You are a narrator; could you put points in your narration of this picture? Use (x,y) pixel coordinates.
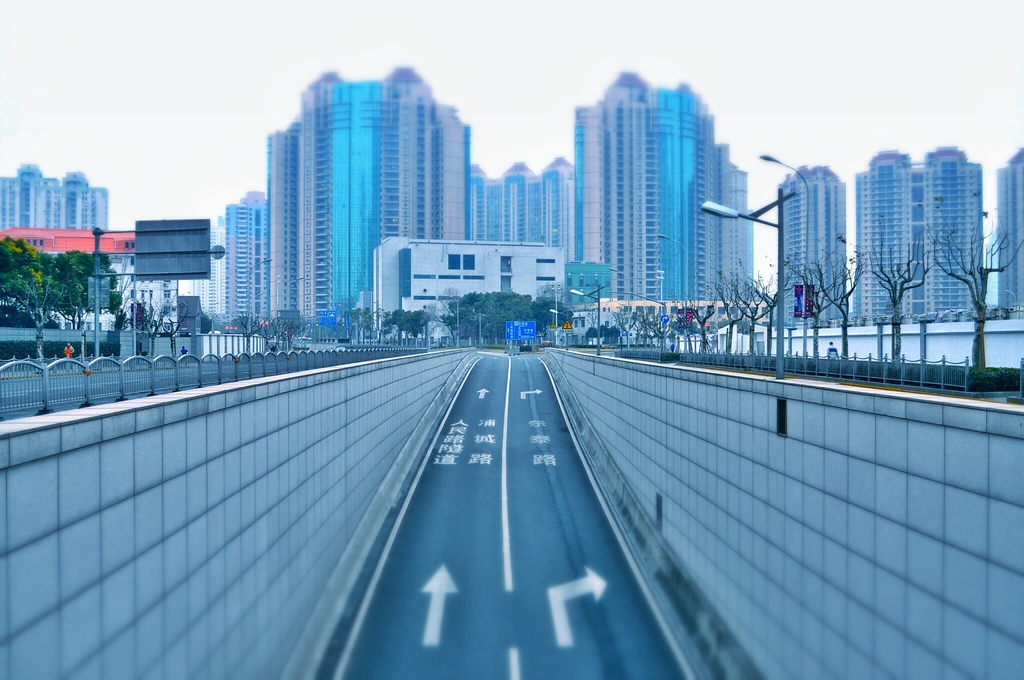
This picture is clicked in the city (399,464). At the bottom of the picture (487,494), we see the road (562,545). On either side of the road (533,535), there are iron railings (756,370), trees (58,299), street lights (660,315) and buildings (746,232). There are many trees (493,327) and buildings (539,250) in the background (505,319). We even see a blue board (515,325) with some text (512,338) written on it. At the top of the picture (189,87), we see the sky (791,140). It is blurred in the background (654,220).
